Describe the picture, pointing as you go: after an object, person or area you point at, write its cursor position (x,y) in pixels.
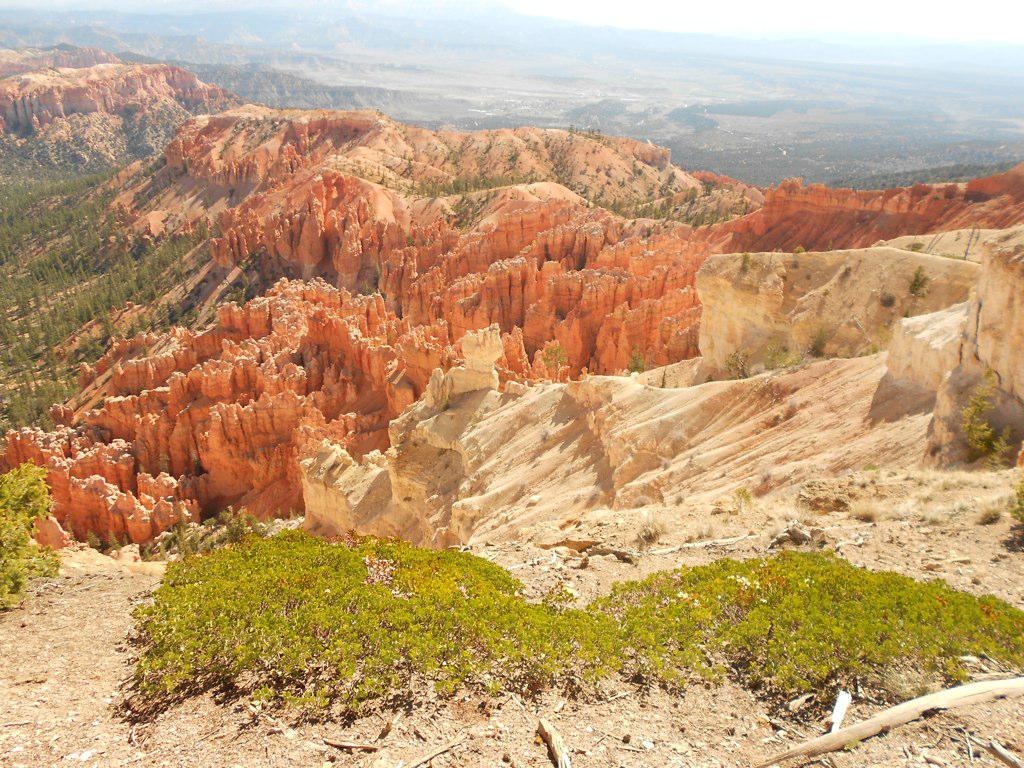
In this image we can see there is a grass (359,575), mountains (448,195) and a sky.
